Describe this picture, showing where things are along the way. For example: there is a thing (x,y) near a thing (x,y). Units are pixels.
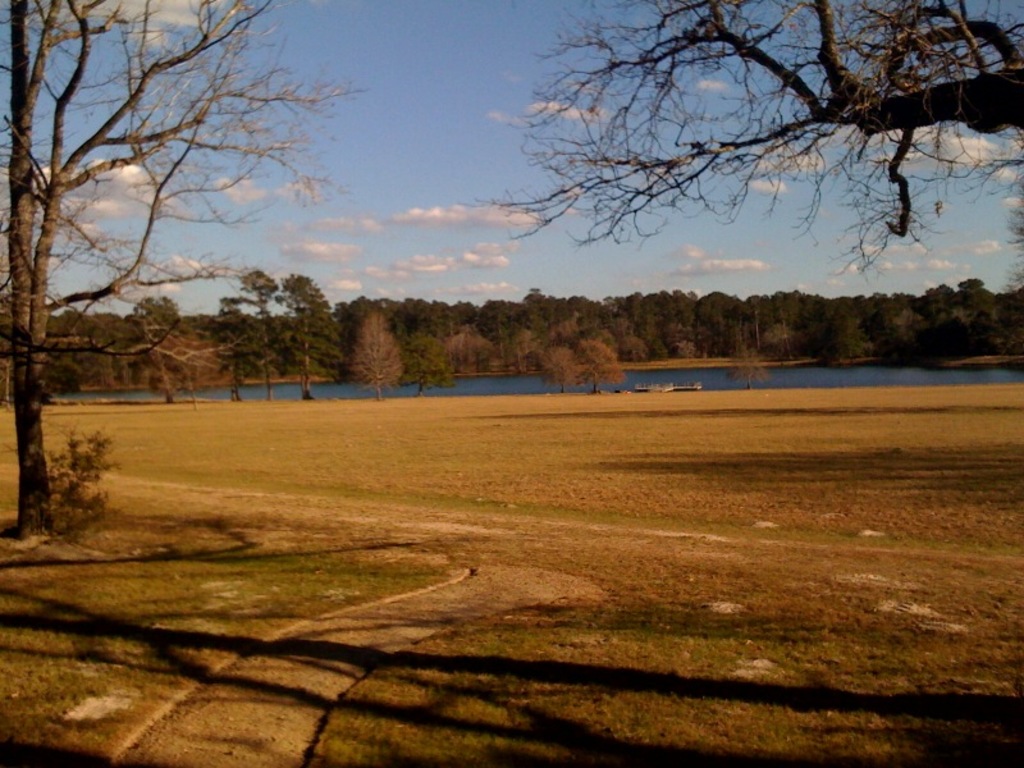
In the background (160,119) we can see the clouds (1012,197) in the sky (955,205). In this picture we can see the trees (784,303), water (799,372), plants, grass (650,710) and ground (595,492).
